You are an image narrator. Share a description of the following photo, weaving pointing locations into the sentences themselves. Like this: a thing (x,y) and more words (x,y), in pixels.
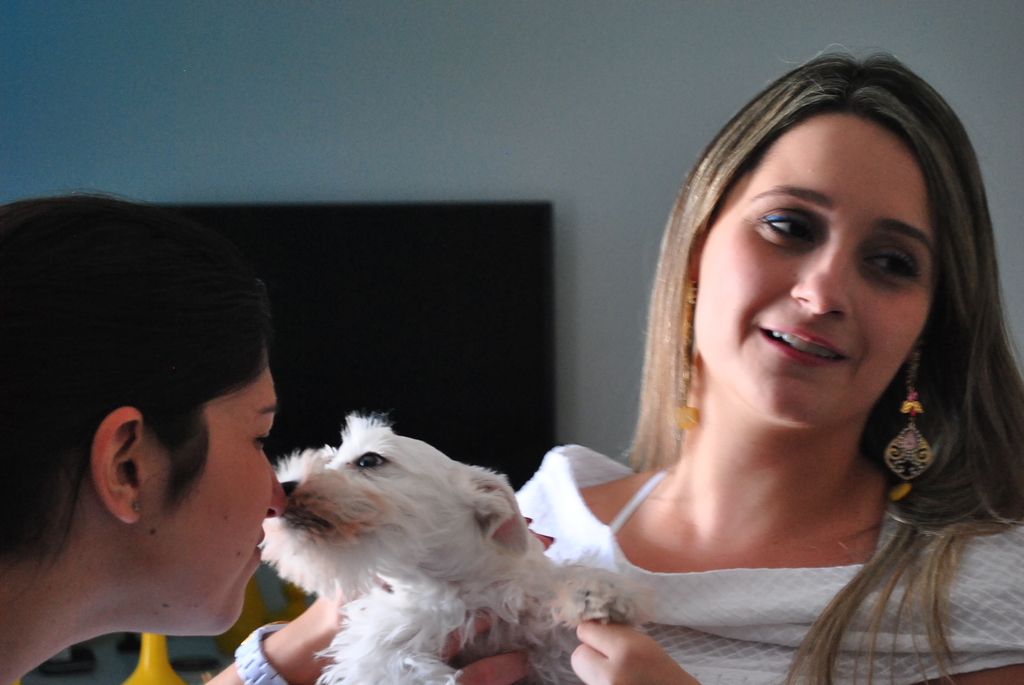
In this image I can see two women (712,463) and a dog (296,490). I can see she is wearing a white top (549,554).
